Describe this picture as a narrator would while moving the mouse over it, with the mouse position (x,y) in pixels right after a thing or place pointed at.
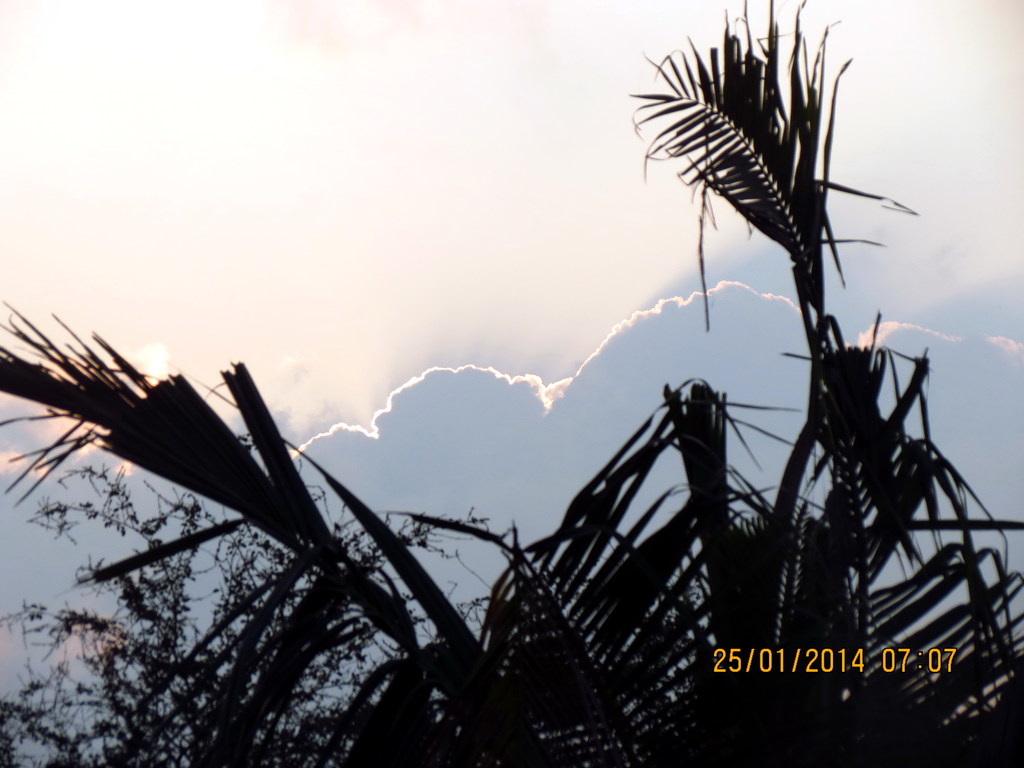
There are trees (607,654). In the background (447,350) there is sky (496,331) with clouds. On the right corner (807,669) there is date (837,672) and time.
